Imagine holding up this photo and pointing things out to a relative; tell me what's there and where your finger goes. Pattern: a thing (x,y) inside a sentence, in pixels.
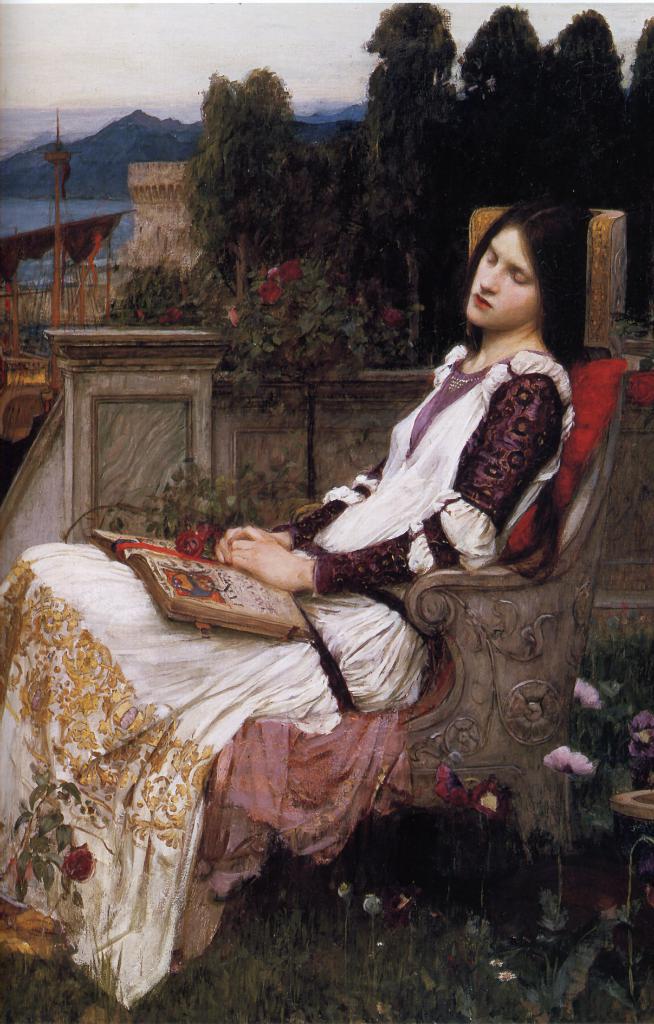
This is a painting. Here we can see a person (261,791) sitting on a chair (490,709) and there is a book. Here we can see grass (483,986), plants (491,934), flowers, trees (291,176), and a mountain (98,156). In the background (25,52) there is sky (188,74).
